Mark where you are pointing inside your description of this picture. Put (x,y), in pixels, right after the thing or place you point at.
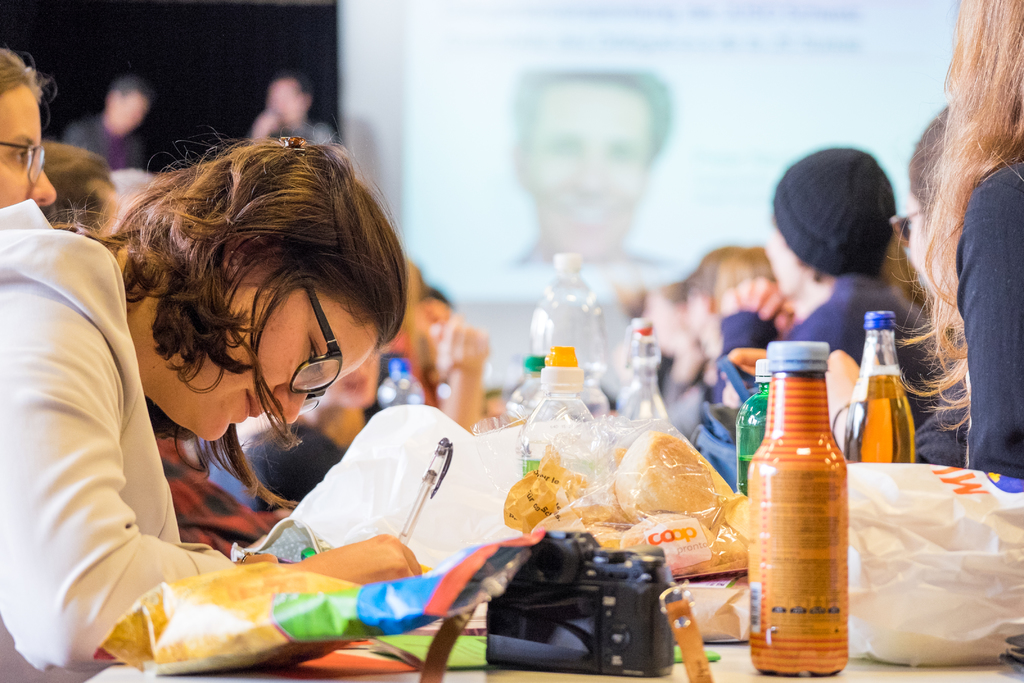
In this image i can see a lady (228,285) sitting and holding a pen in her hand (373,546). In the back ground (491,190) i can see a projection screen (626,125) with some projection (508,146) on it. On the table (863,682) i can see a camera (578,554), some food items (623,520) and few bottles (762,361).
